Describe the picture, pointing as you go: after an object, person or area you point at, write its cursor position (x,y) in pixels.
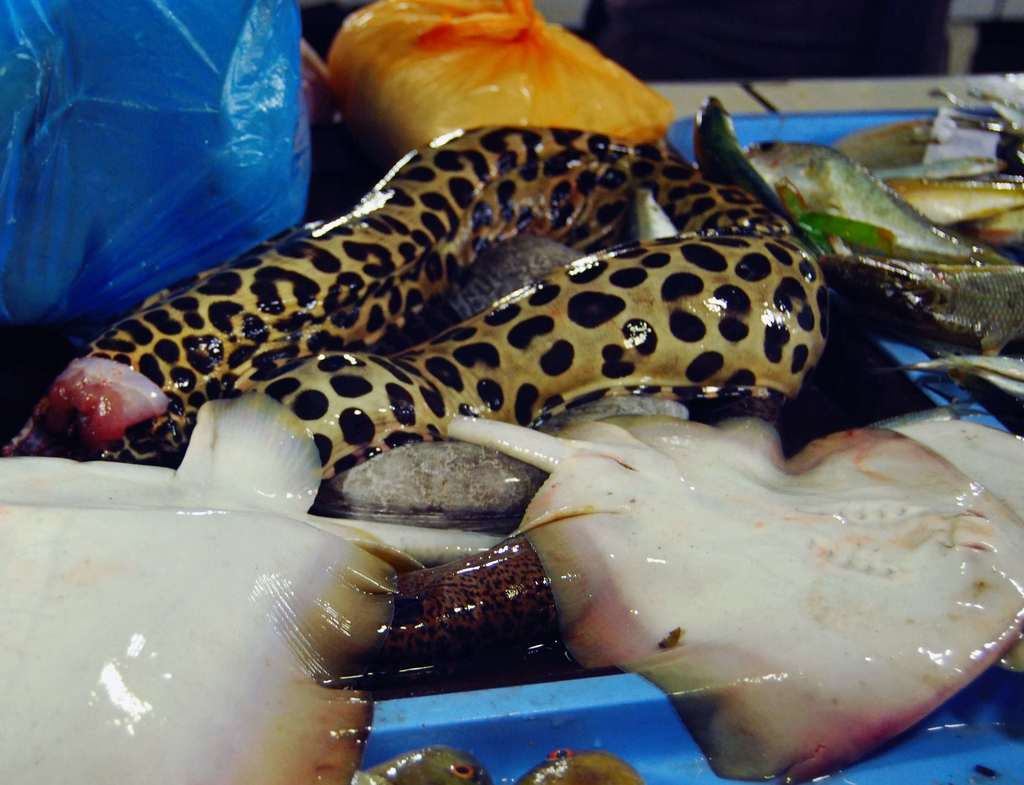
In this image I can see few seafood items (607,576).
